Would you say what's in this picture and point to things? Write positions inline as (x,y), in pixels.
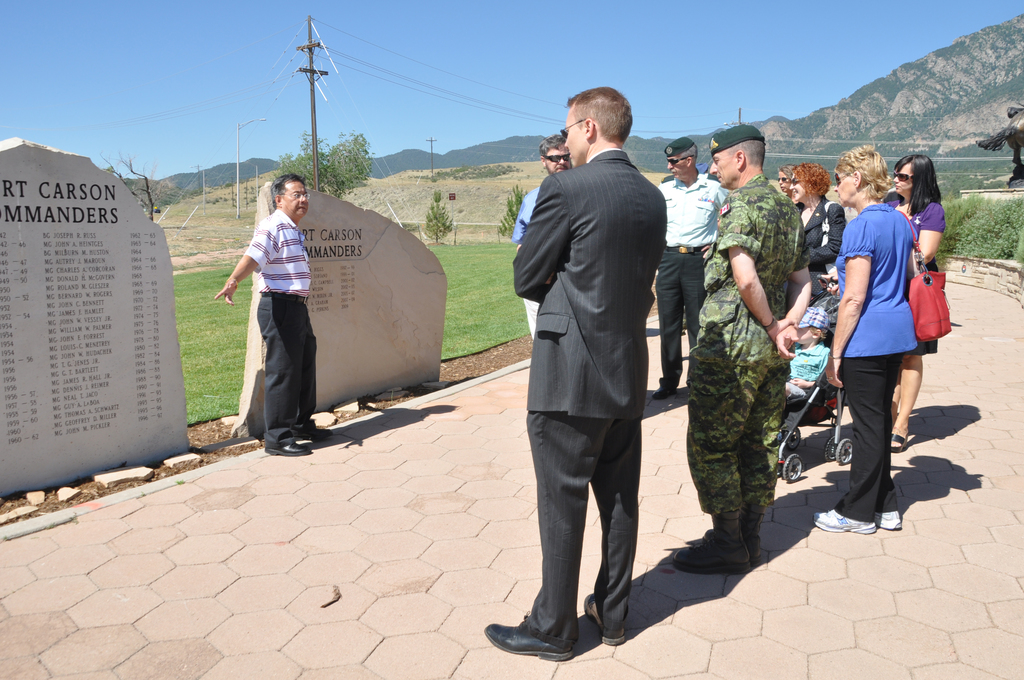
This image consists of many persons (545,348). At the bottom (307,628), there is a road (306,613). On the left (139,312), we can see the memorial stones (121,317) and green grass (219,366) on the ground (226,355). In the background (1018,58), there are mountains (1004,56) along with the plants (995,254). In the middle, there is a pole (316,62) along with the wires (328,57). At the top (149,34), there is sky (433,51).
